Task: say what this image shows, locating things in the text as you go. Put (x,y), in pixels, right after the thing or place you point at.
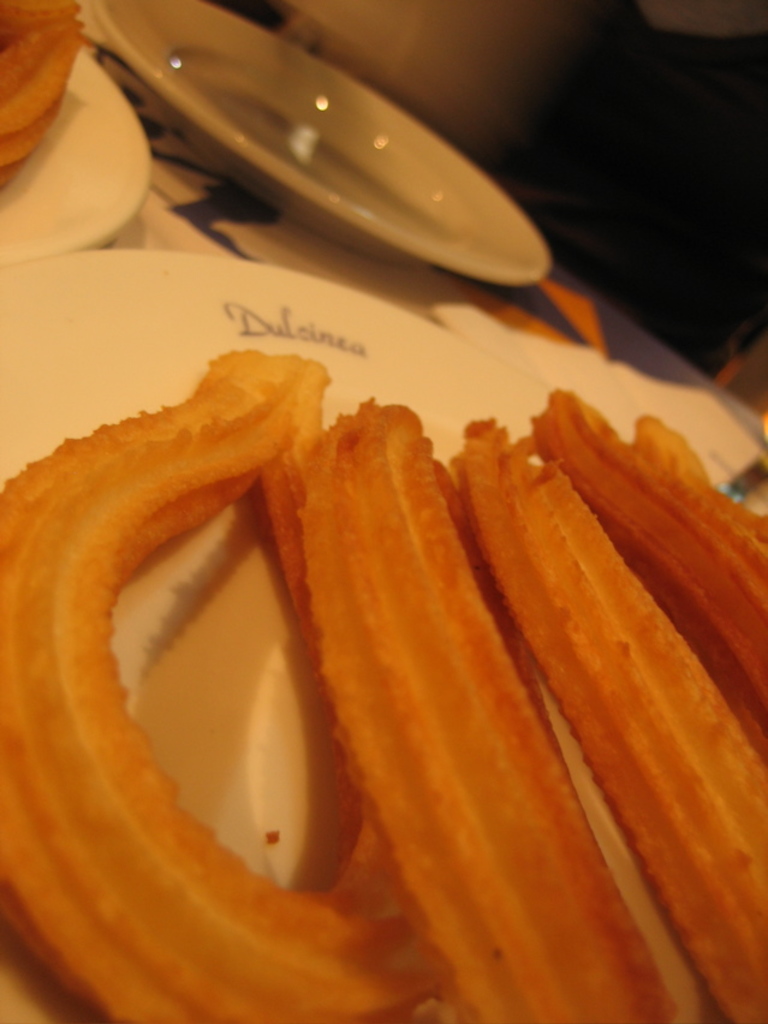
In the image we can see there are food items (744,752) kept in a plate (259,339).
